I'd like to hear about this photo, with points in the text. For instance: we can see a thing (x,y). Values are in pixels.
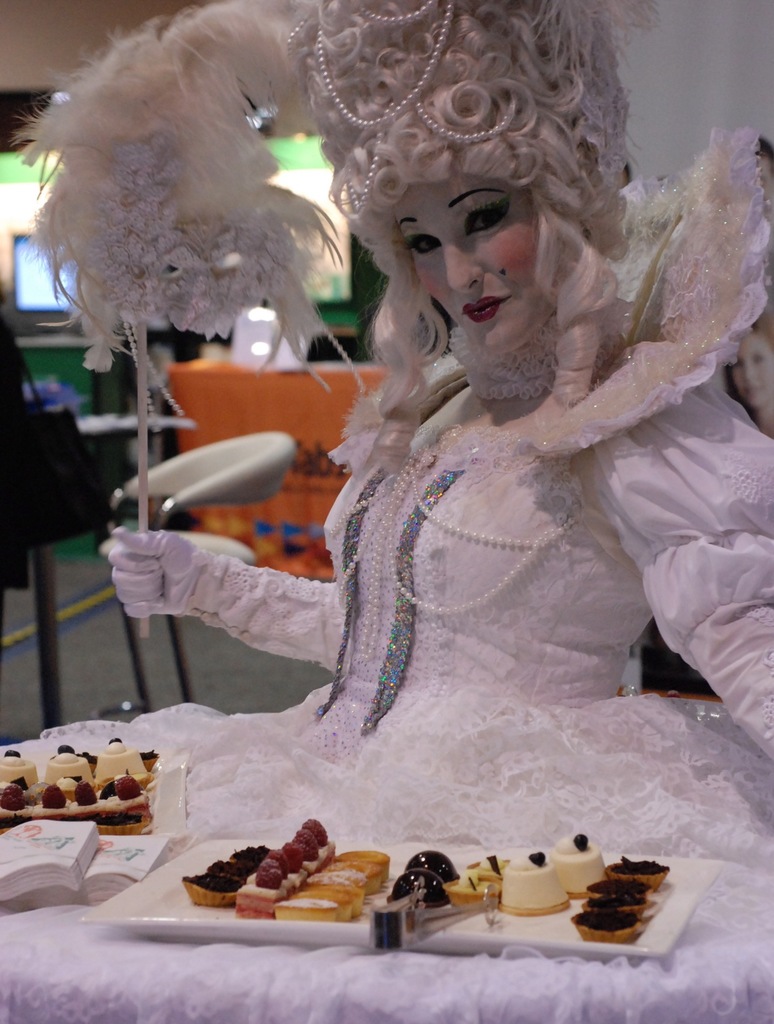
There is one woman (483,746) wearing a white color costume (521,785) and holding an object (151,231) as we can see in the middle of this image (480,666). There are food items (315,889) kept in a plate (501,913) which is at the bottom of this image (163,779). There are tables (274,400), a television (42,289) and a wall (649,96) is in the background (331,247).
